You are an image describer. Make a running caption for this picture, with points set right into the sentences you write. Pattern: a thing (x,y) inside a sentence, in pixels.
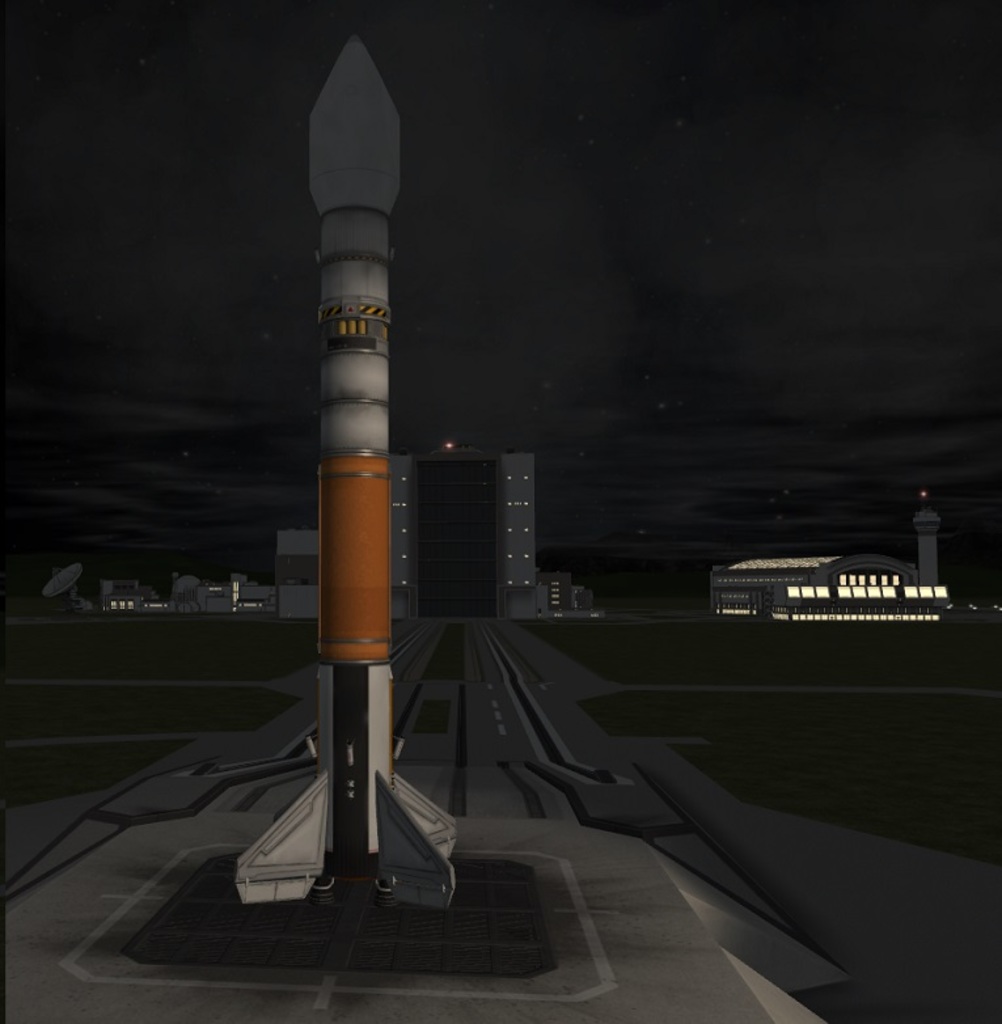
In this picture we can observe a missile (334,586). In the background (441,515) there are buildings (420,555). We can observe sky (787,317) here.
